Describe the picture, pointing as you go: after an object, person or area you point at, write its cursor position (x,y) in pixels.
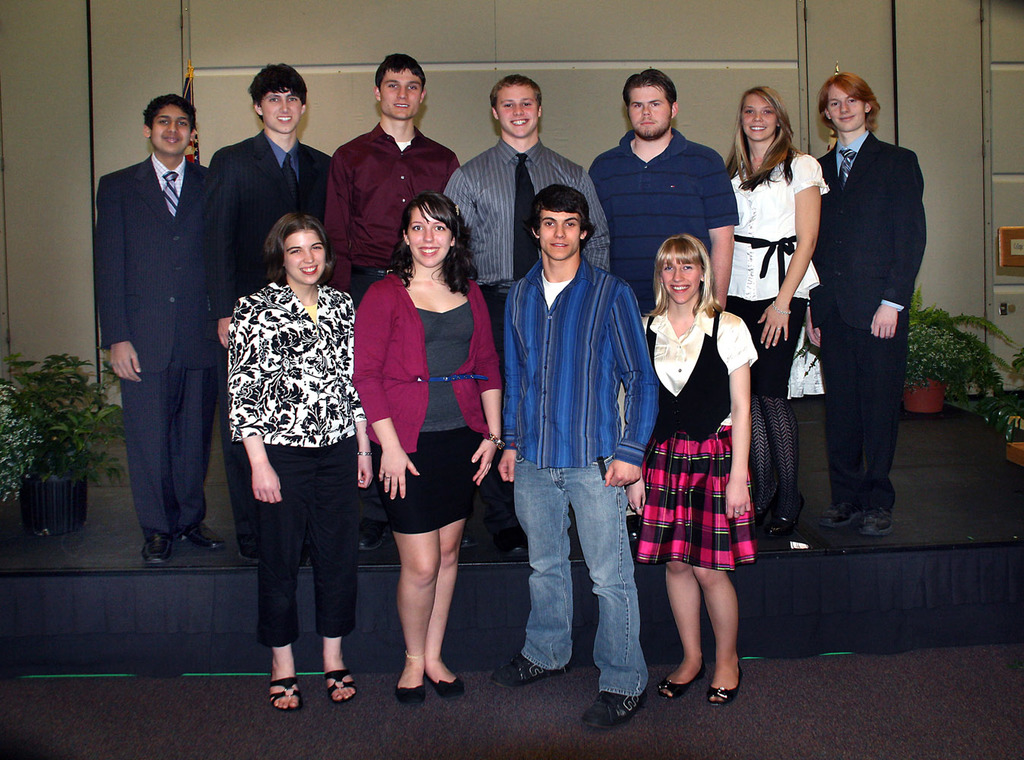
In the foreground of this image (515,494), there are group of people (749,434) standing. On either side, there are plants (926,368). In the background (599,46), there is a wall (516,46).
